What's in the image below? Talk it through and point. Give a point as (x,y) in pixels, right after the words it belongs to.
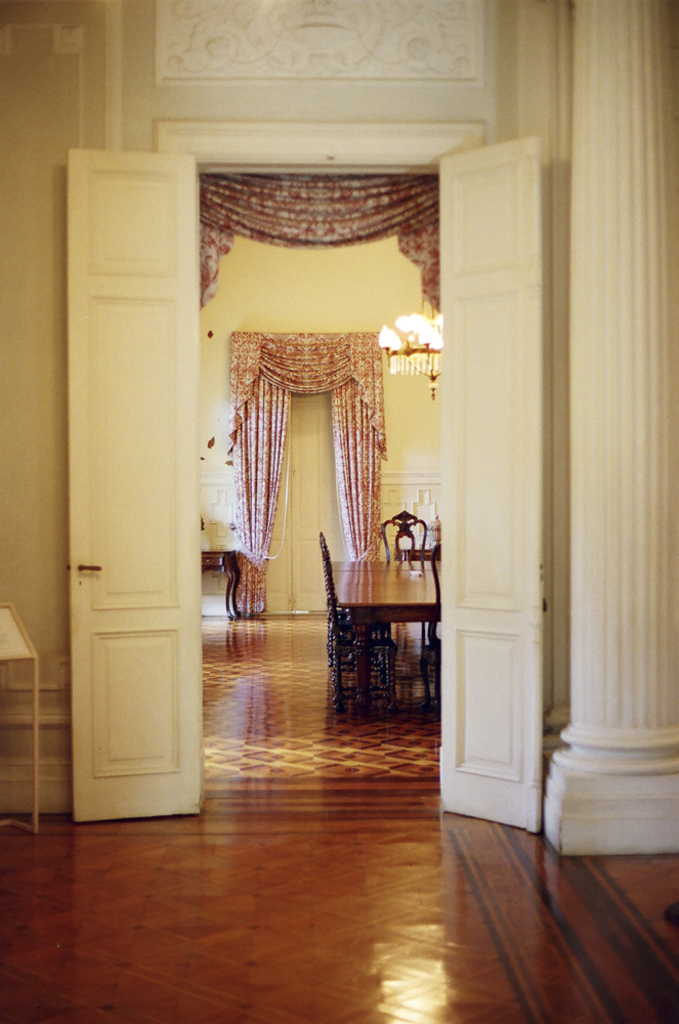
In this image we can see there is an inside view of the building (130,698). And there are curtains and a wall (42,730) with a design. There is a table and chairs (415,530) on the floor (314,902). At the top (435,329) there is a chandelier light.
